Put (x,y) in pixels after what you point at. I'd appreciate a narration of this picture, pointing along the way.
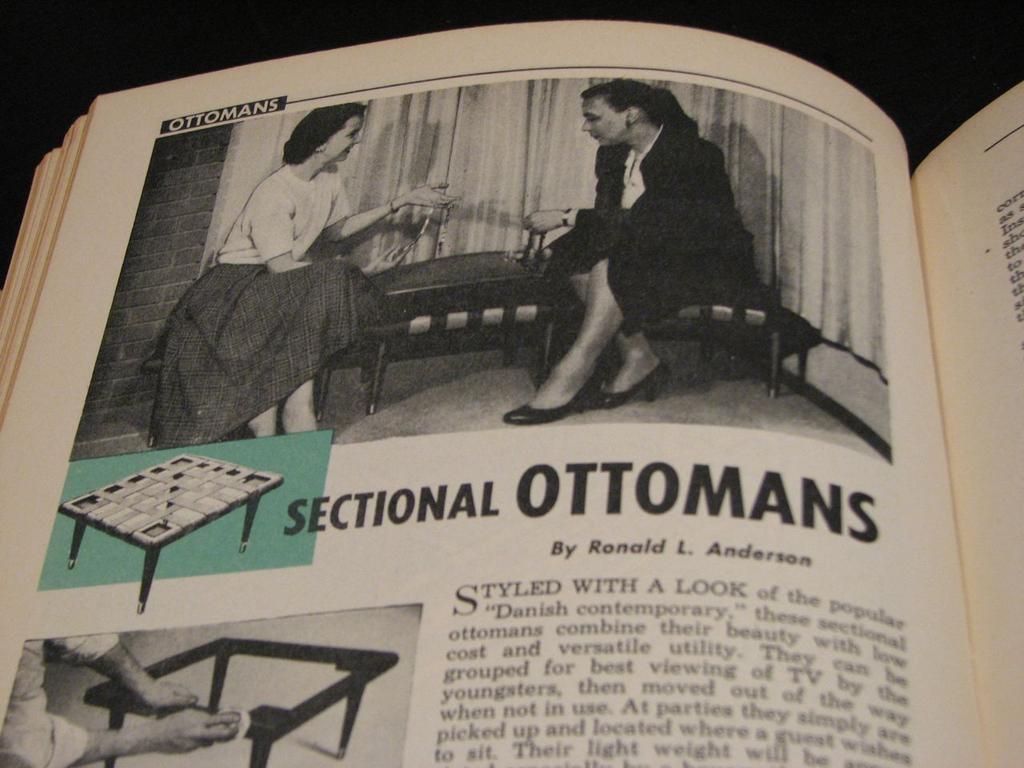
In this image we can see a book (424,527) on which it is written as sectional ottomans by Ronald L. anderson.
